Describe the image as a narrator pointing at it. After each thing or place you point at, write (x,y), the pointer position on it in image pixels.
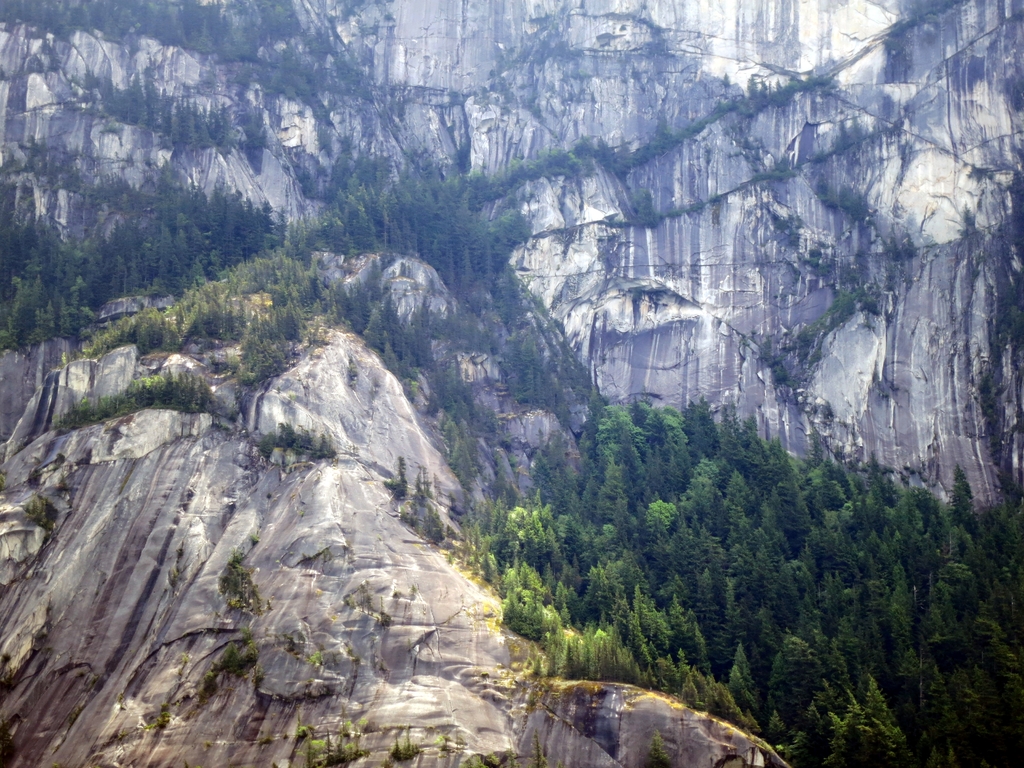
In this image I see the rocky mountain (266,384) and I see number of trees (450,391).
